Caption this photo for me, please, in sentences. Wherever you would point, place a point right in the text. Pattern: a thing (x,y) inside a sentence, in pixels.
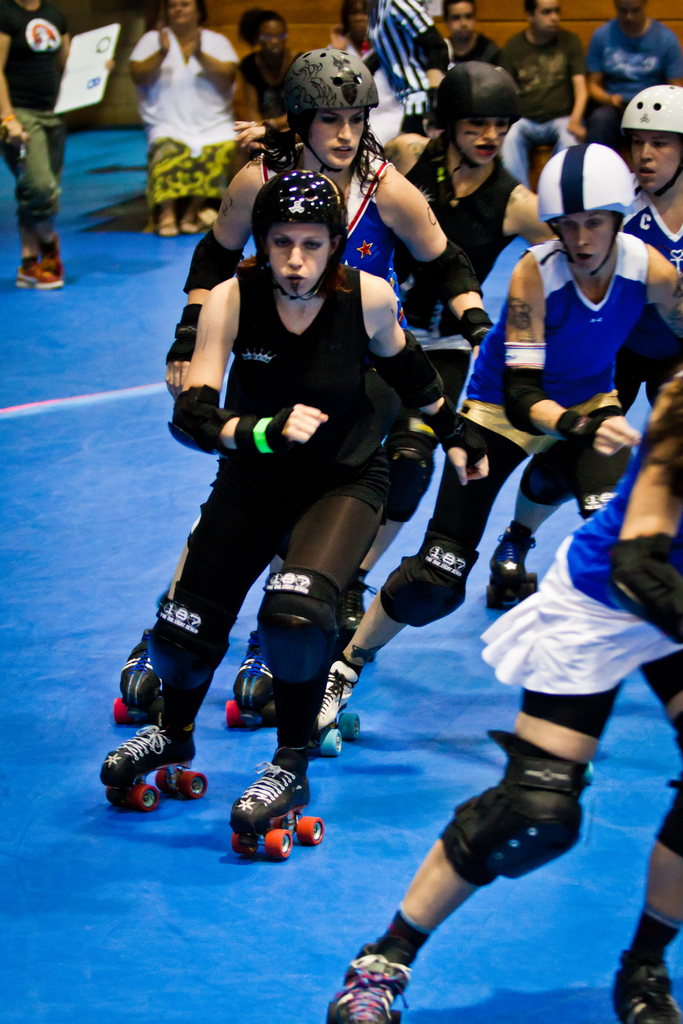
In this image I can see the group of people (462,432) with dresses (471,507) and helmets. I can see the people (253,809) with the skating shoes (244,798). In the background (191,128) I can see few more people (190,117) and one person (55,75) holding the board (70,67). I can see the brown color background (317,33).
